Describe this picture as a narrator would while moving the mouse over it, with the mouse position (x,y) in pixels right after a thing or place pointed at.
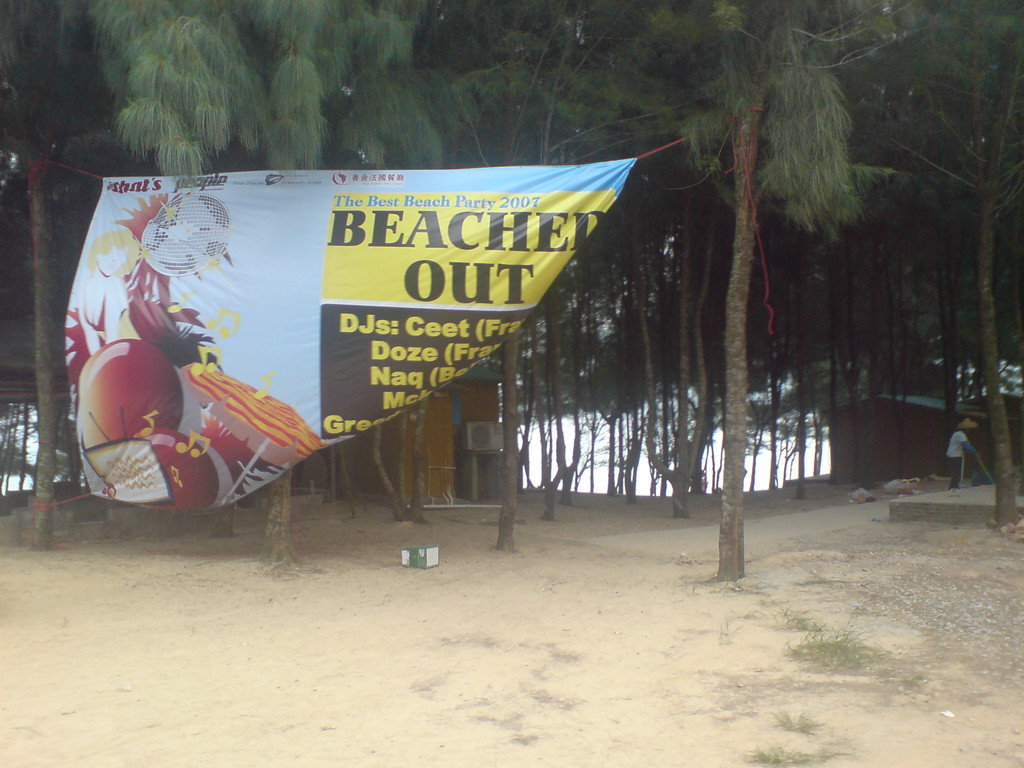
In this image we can see ground (674,605), banner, box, sheds (498,410), and trees (577,397). On the right side of the image (955,433) we can see a person (955,433) standing on the ground (928,730).
